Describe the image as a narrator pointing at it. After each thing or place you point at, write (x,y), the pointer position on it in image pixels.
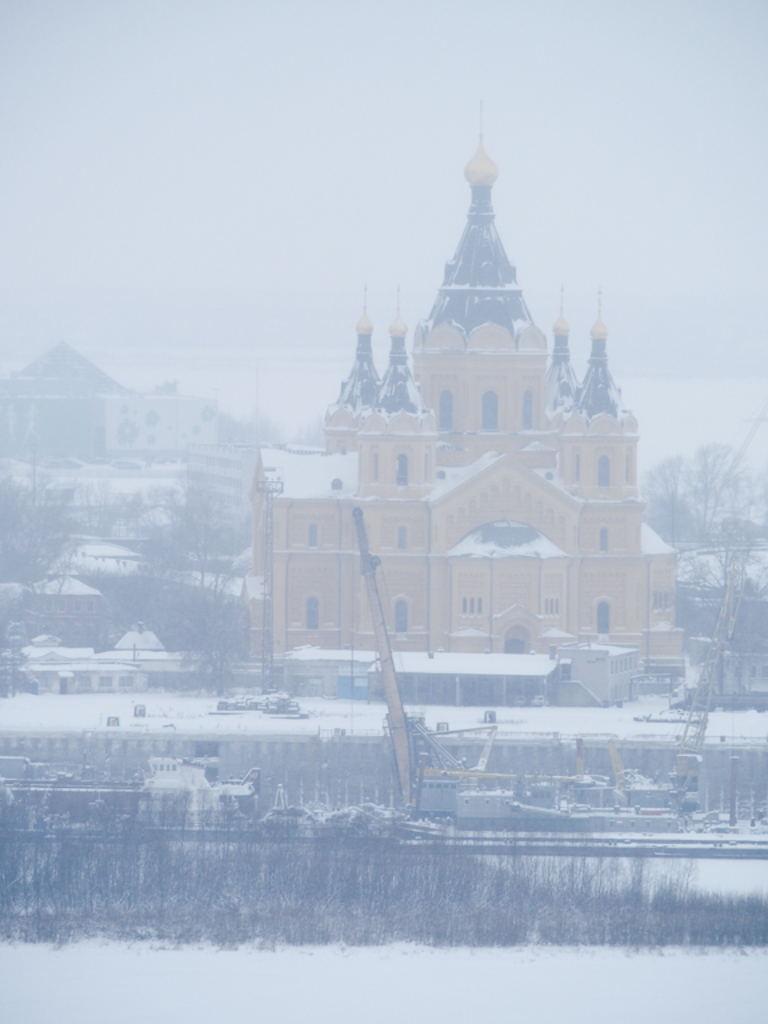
In this image we can see the buildings (454,458), houses (88,569), trees (16,506), cranes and also grass (303,882) and the image is fully covered with the snow (439,968).
